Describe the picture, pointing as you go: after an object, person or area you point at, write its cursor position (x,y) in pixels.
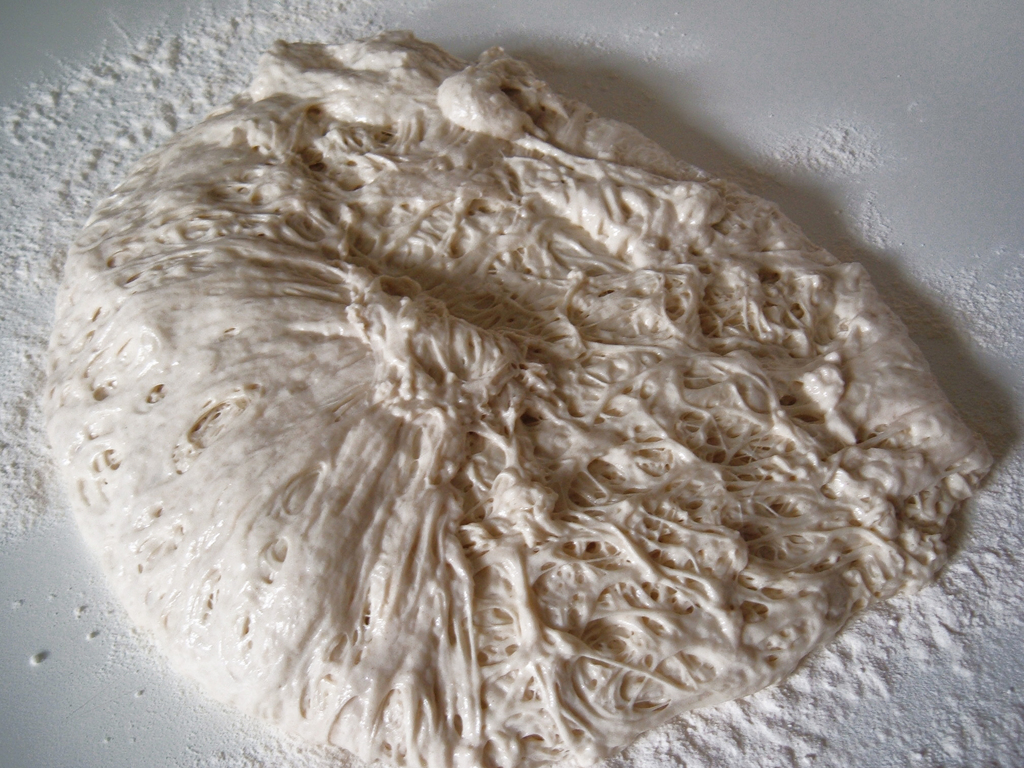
In this image I can see white colour surface (92,568) and on it I can see white powder (26,112) and a white colour semi solid thing (454,503).
